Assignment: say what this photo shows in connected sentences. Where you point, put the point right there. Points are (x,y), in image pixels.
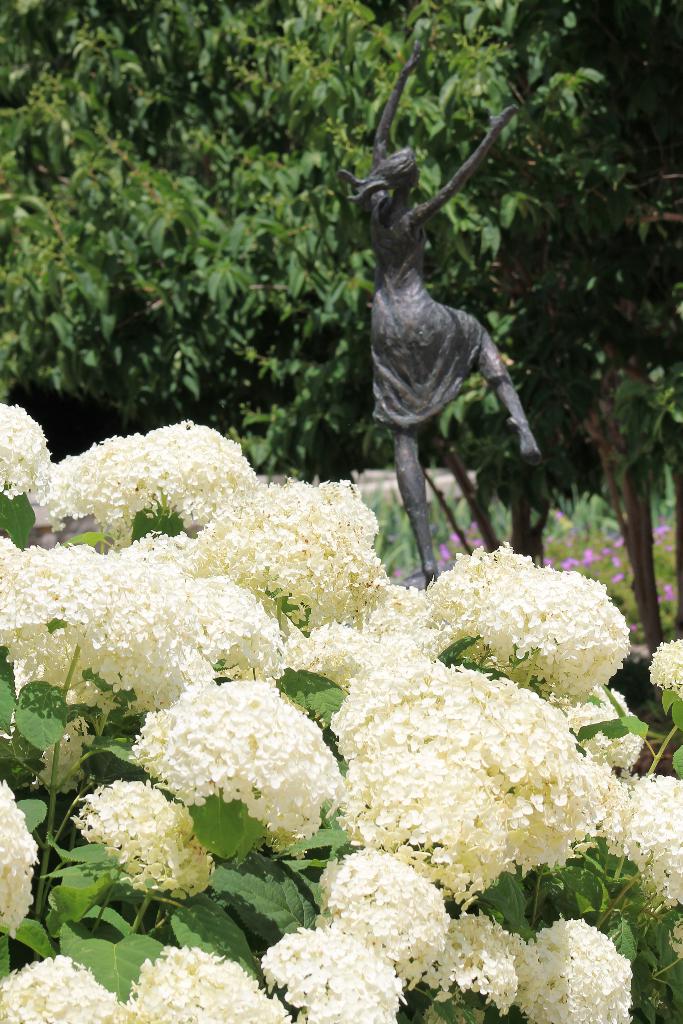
In this image I can see few white colour flowers (339,713), green colour leaves (121,919) and in the background (380,152) I can see a sculpture (375,164) of a woman (380,151) and few trees (287,180).
